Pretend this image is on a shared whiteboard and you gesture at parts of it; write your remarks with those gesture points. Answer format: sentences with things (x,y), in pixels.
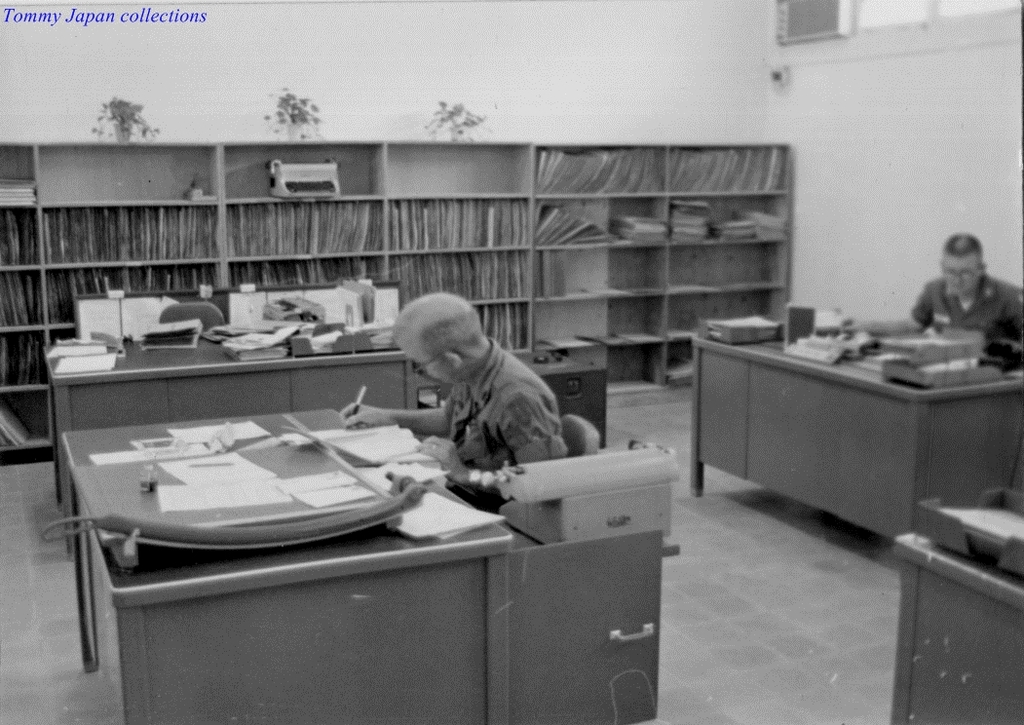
In this image I can see two people (499,420) sitting on the chairs (578,442). I can see some objects (250,478) on the tables (772,429). In the background (693,333), I can see some books (413,243) in the shelf (677,355).
